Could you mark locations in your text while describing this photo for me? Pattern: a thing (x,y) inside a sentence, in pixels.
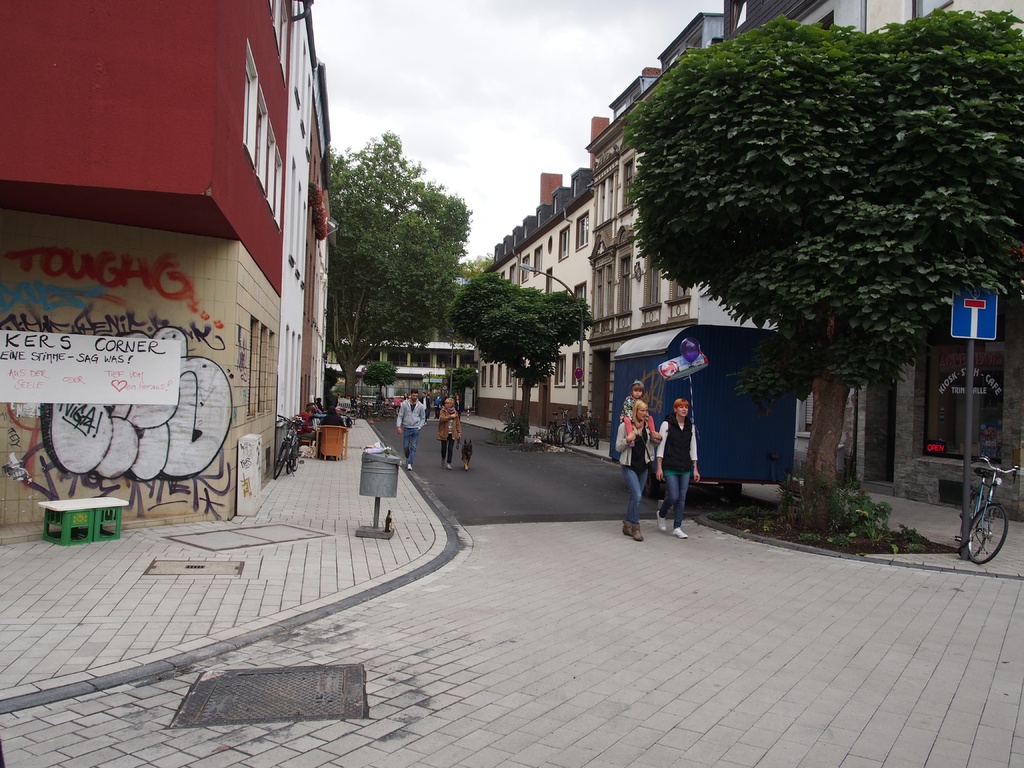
In this picture we can see some people (454,420) and a dog (466,444) walking on the road (547,614), bicycles (371,413), trees (358,274), buildings (568,273) with windows (626,277), bin (390,535) and some people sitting on chairs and in the background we can see the sky (451,78) with clouds (483,112).
